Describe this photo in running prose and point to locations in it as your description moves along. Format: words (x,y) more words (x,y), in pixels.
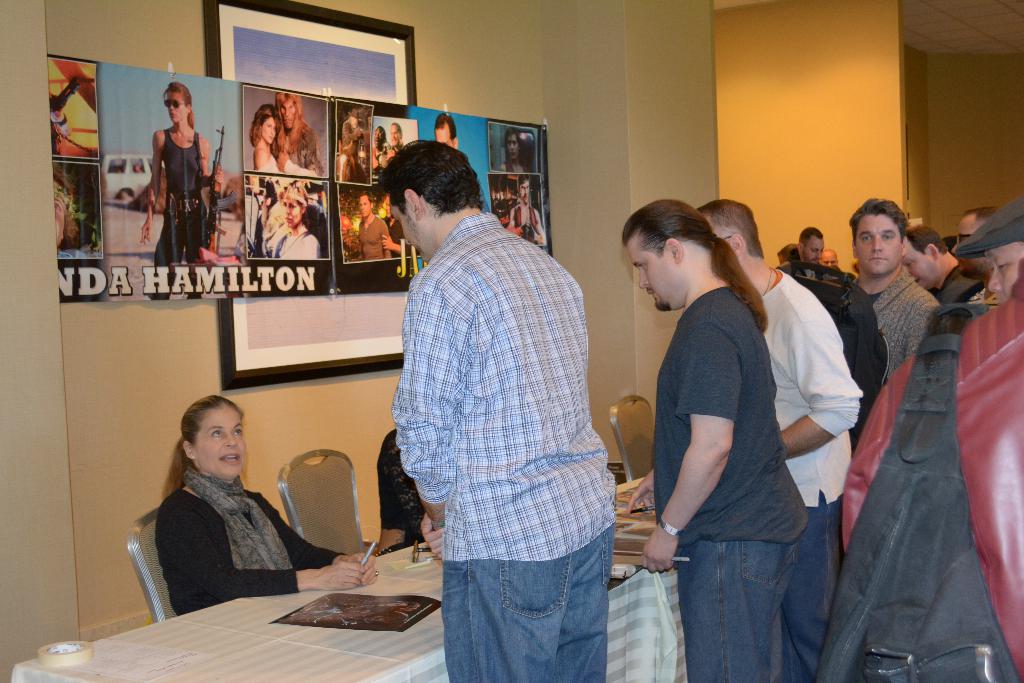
In this image we can see people (747,376) standing on the floor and there is a woman (228,594) sitting on the chair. There is a table (252,648). On the table (376,660) we can see cloth (302,666), paper (117,670), tape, and other objects (315,623). In the background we can see walls (641,353), pillar (634,338), posters (378,227), frame (398,350), and ceiling (971,43).
